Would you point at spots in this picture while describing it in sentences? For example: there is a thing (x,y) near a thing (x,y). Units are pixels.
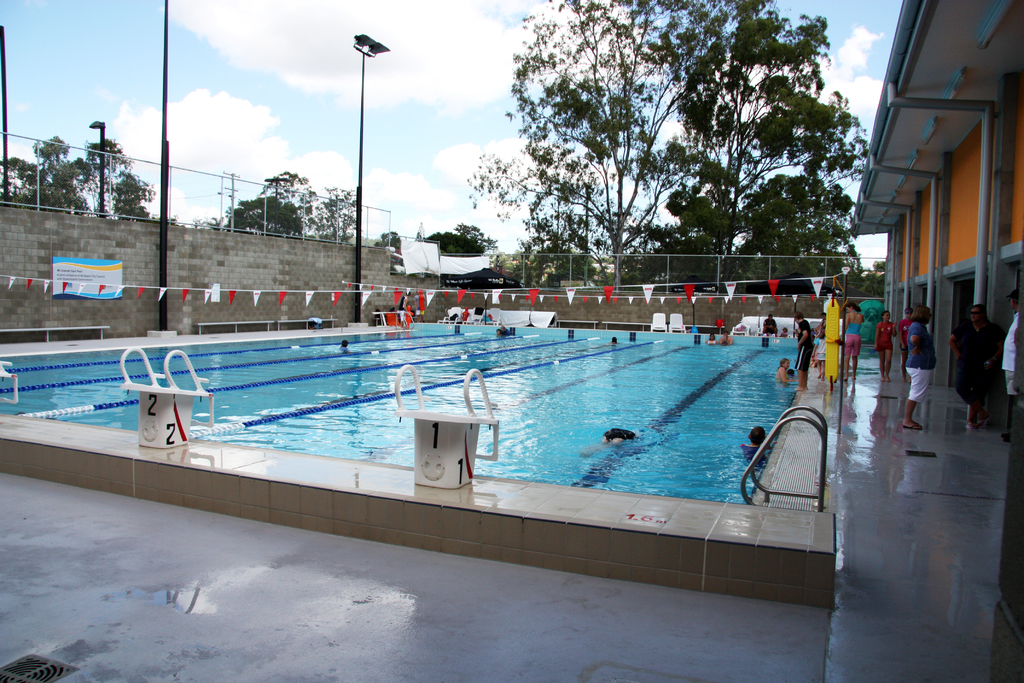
There is a swimming pool (315,371) in the middle of this image (461,355). We can see some persons (881,376) on the right side of this image (907,336). There is a wall (292,275) and trees (790,246) in the background (622,252). The cloudy sky (389,158) is at the top of this image (391,123).
